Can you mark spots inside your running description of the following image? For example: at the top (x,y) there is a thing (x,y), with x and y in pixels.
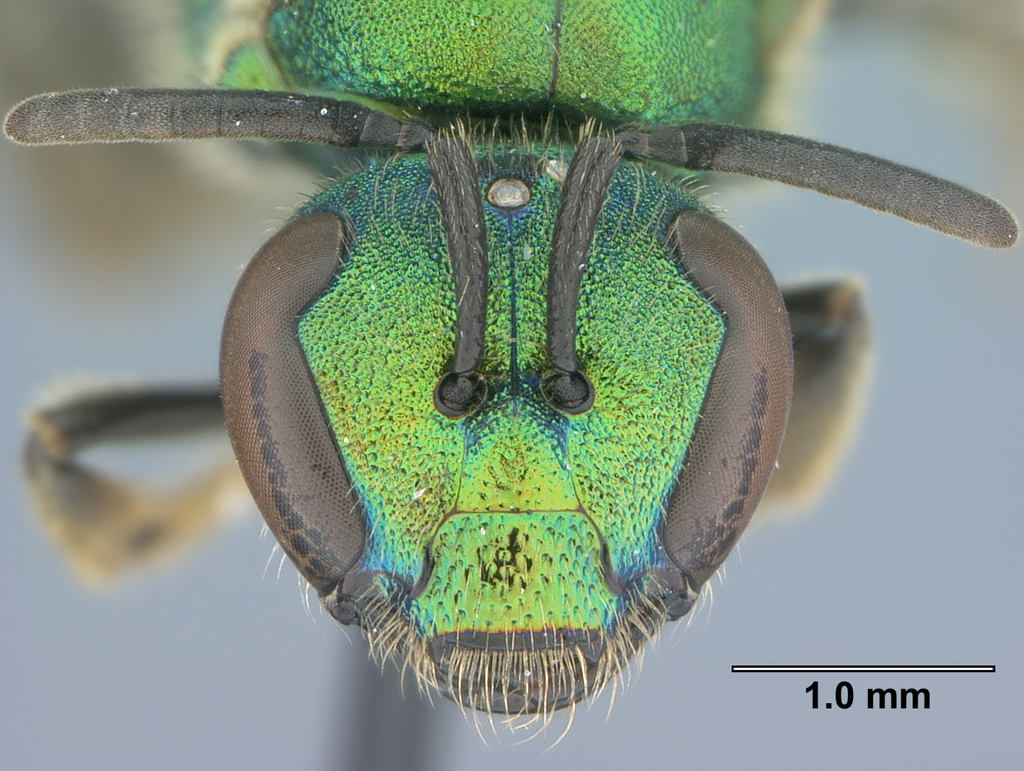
In the picture we can see an insect (474,452) which is in green and black color.
